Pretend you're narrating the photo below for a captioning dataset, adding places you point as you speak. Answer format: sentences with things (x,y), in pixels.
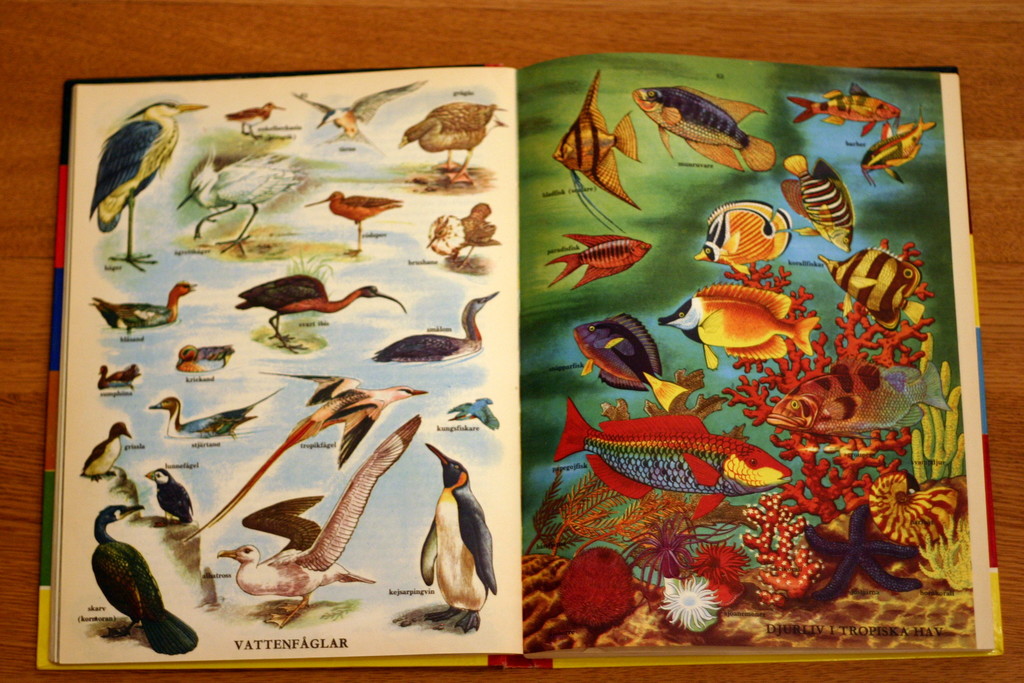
In this image we can see a book (413,280). In the book (391,300) there are the pictures (248,296) of different kinds of water animals (742,290) and birds (302,306).
